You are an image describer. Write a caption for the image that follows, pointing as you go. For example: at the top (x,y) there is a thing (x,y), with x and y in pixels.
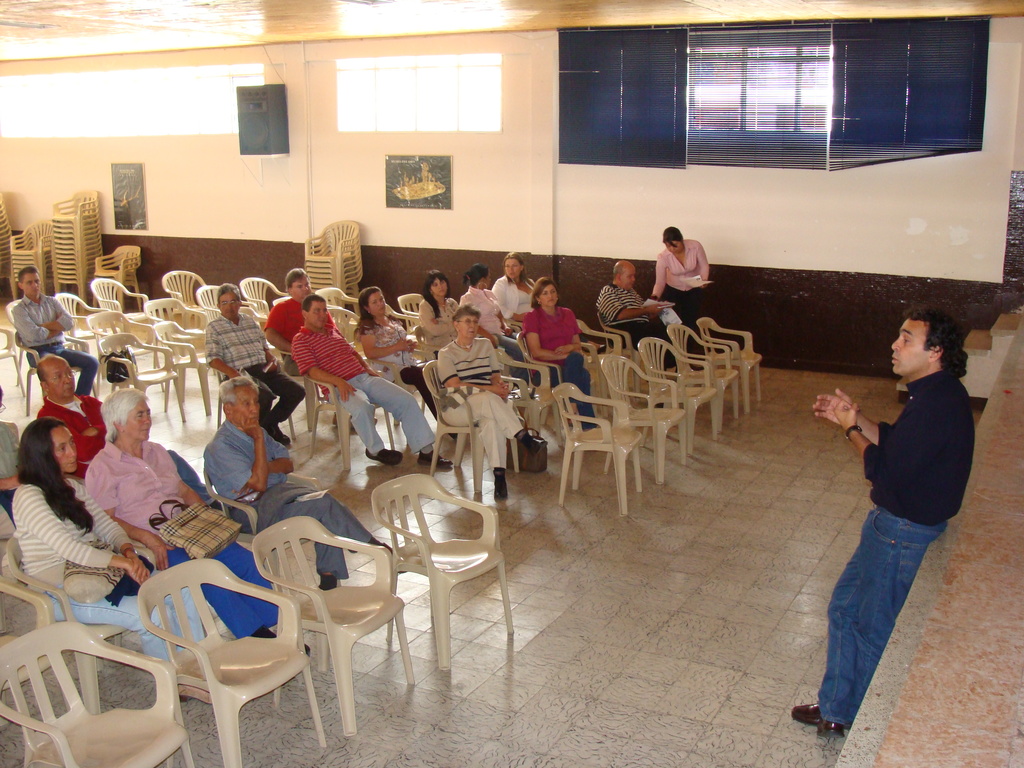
This is a picture taken in a hall (438,689), there are a group of people (313,368) sitting on chairs (345,600) in front of these people (358,430) there is a man (916,456) in black shirt (923,441) was standing on the floor (769,660) and explaining something. Behind these people (253,488) there is a wall (572,252).
